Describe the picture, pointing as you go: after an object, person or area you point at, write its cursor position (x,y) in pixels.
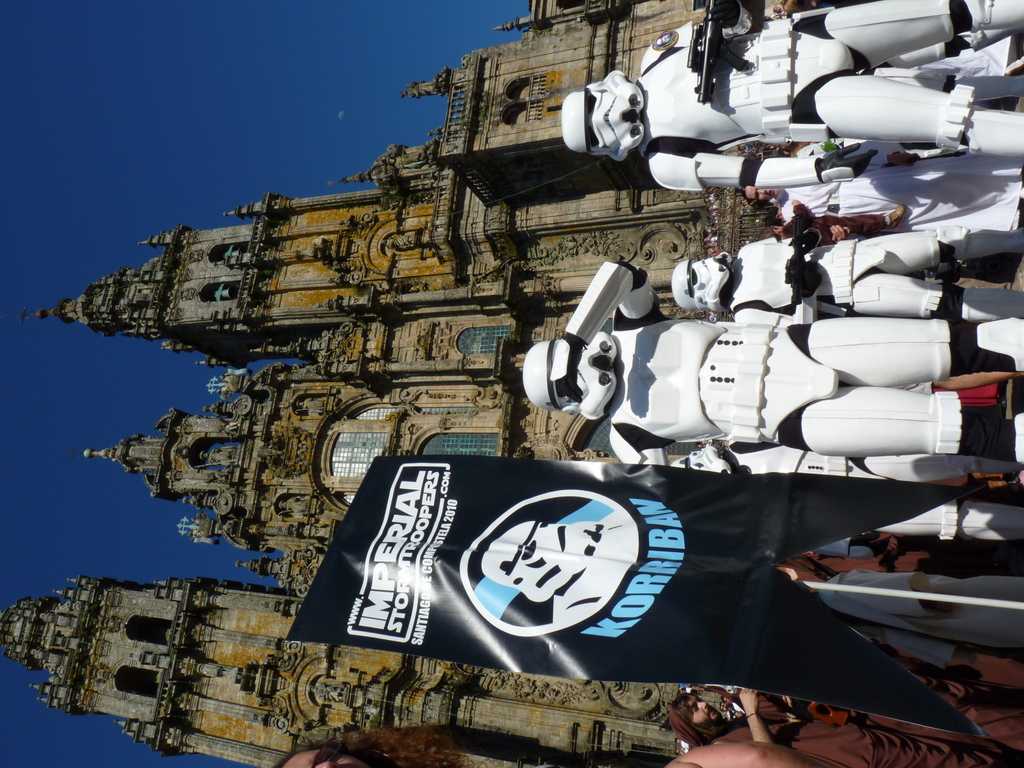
In the foreground of this image (945,378), on the right (945,220), there are persons (848,436) in robot costumes (899,316) and few persons (952,631) are standing and we can also see a banner (655,592) to the pole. In the middle (380,349), there is a building (316,368). On the left (115,159), there is the sky (121,154).
